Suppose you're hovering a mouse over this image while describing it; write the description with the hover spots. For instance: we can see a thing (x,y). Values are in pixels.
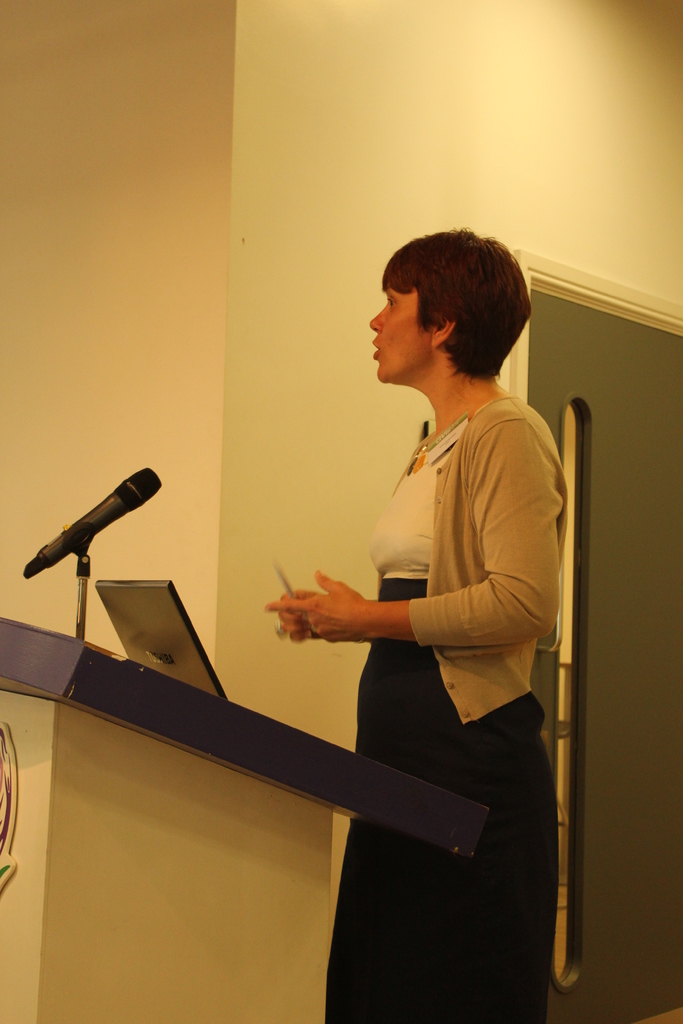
In this image we can see a woman (451,699) standing at a desk (363,777) with laptop (183,660). In the background (249,52) there is wall (564,223) and door (627,521).
